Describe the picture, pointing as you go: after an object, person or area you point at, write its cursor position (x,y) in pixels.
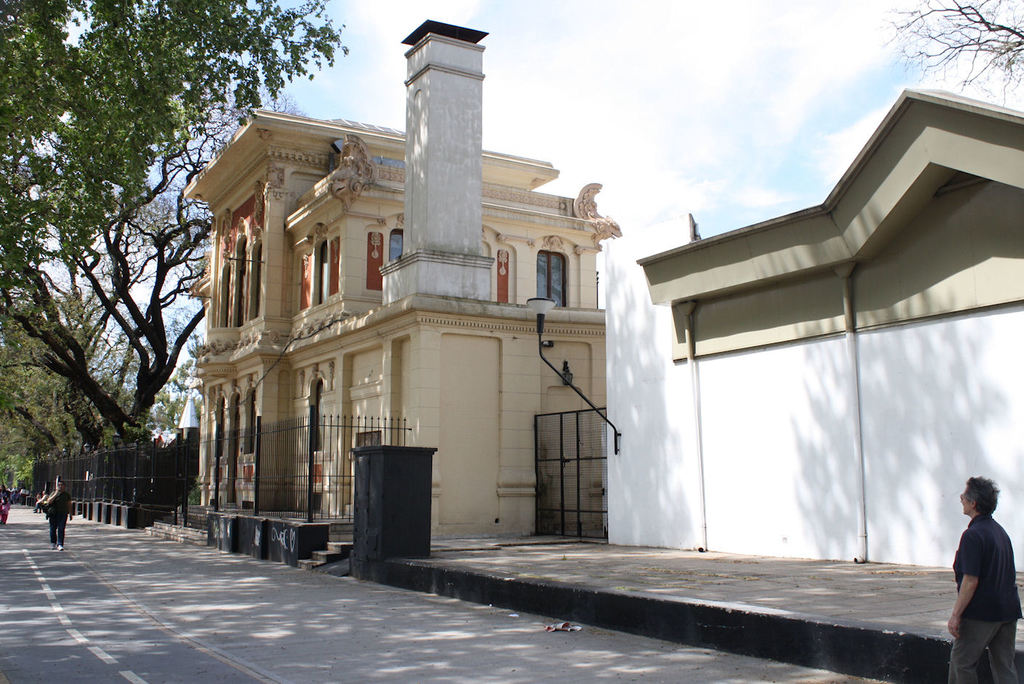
In this image there are people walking on a road (170,593), in the background (751,340) there are houses (732,340), railing (186,475), trees (170,146) and the sky (645,82).
